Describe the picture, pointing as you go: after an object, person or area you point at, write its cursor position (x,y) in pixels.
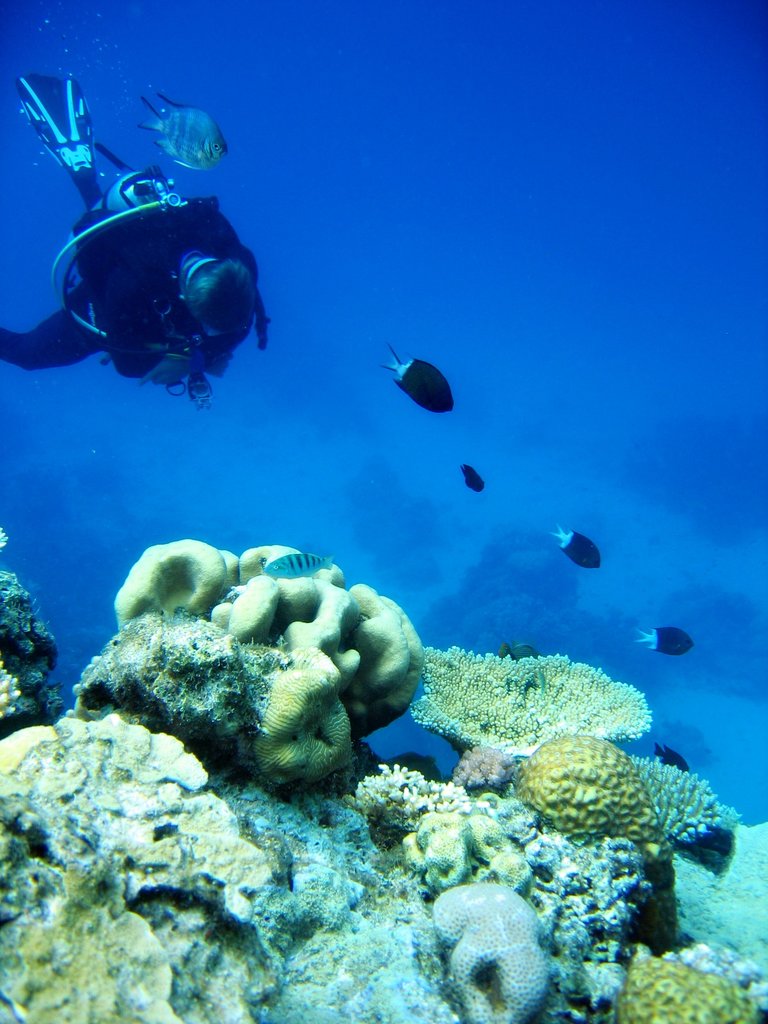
In this image there is a person (136,289) in the water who is wearing the mask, oxygen cylinder (128,195), gloves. In front of him there are fishes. At the bottom (254,833) there are sea plants (265,833).
